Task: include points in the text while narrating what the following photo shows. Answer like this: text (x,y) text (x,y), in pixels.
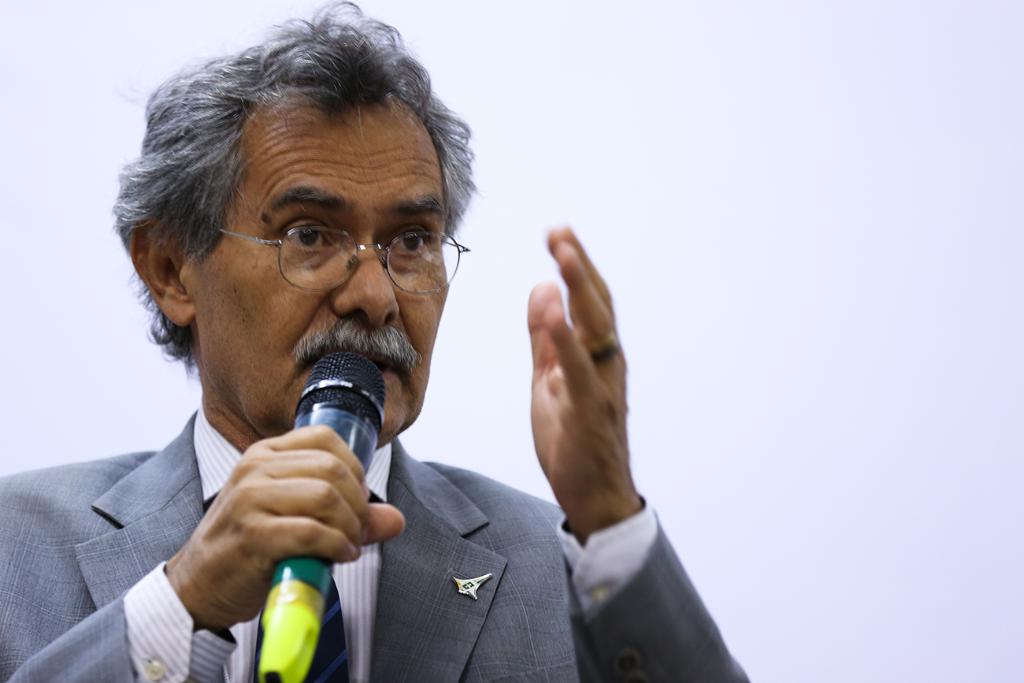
This picture shows a man (298,319) wearing a spectacles (299,282), holding a mic (339,387) in his hand (310,481) and talking. There is a wall (733,191) in the background (81,216).
